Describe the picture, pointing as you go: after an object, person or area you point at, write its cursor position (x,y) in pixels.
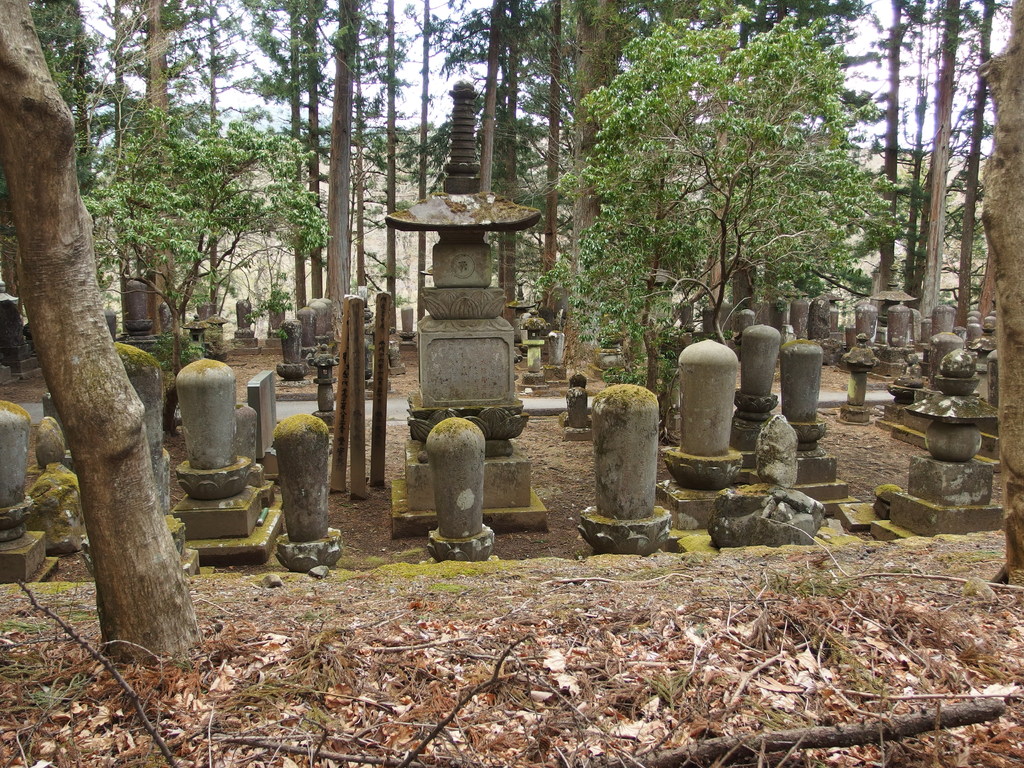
In the picture we can see sculptures (505,507) and trees (1010,496). In the background (969,53) there is sky (969,53).
